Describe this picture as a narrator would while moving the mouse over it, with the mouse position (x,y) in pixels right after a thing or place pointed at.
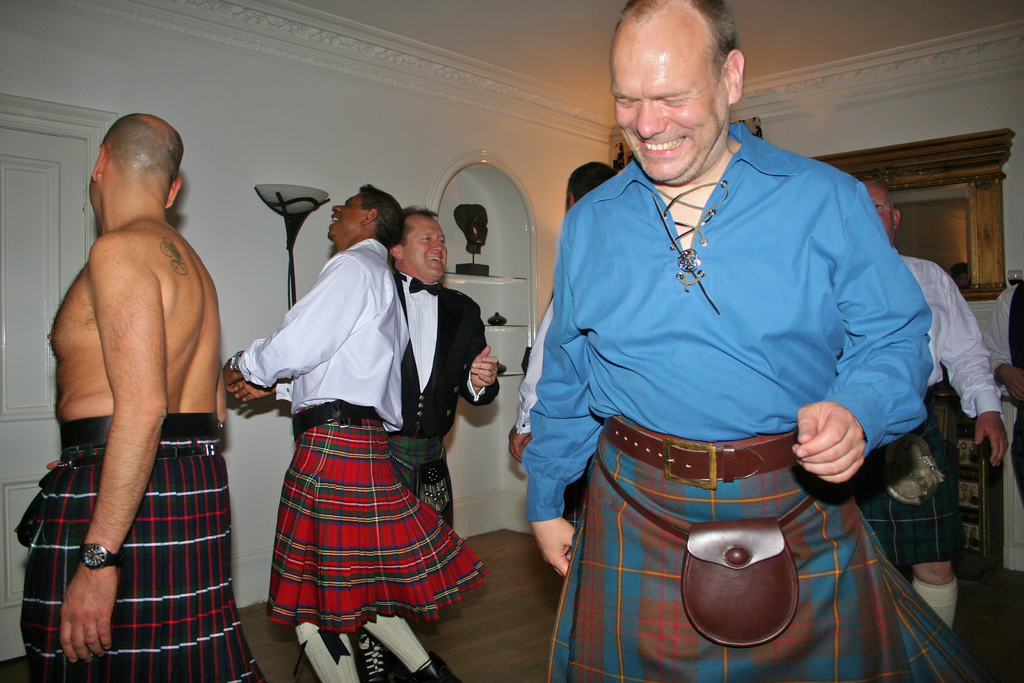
In this image on the right (769,428), there is a man (766,297), he wears a shirt (716,358), kilt (699,507), belt (732,474). On the left (166,366) there is a man (174,533), he wears a kilt (181,609). In the middle (440,326) there is a man (445,339), he wears a suit (470,346), shirt (428,321), tie (426,291) and there is a man (373,378), he wears a shirt (341,371), kilt (373,505), they are dancing. In the middle (505,234) there are some people (993,398), doors (42,239), shelves (512,283), light (295,196), statue (471,234), wall (517,300), floor (498,602).
